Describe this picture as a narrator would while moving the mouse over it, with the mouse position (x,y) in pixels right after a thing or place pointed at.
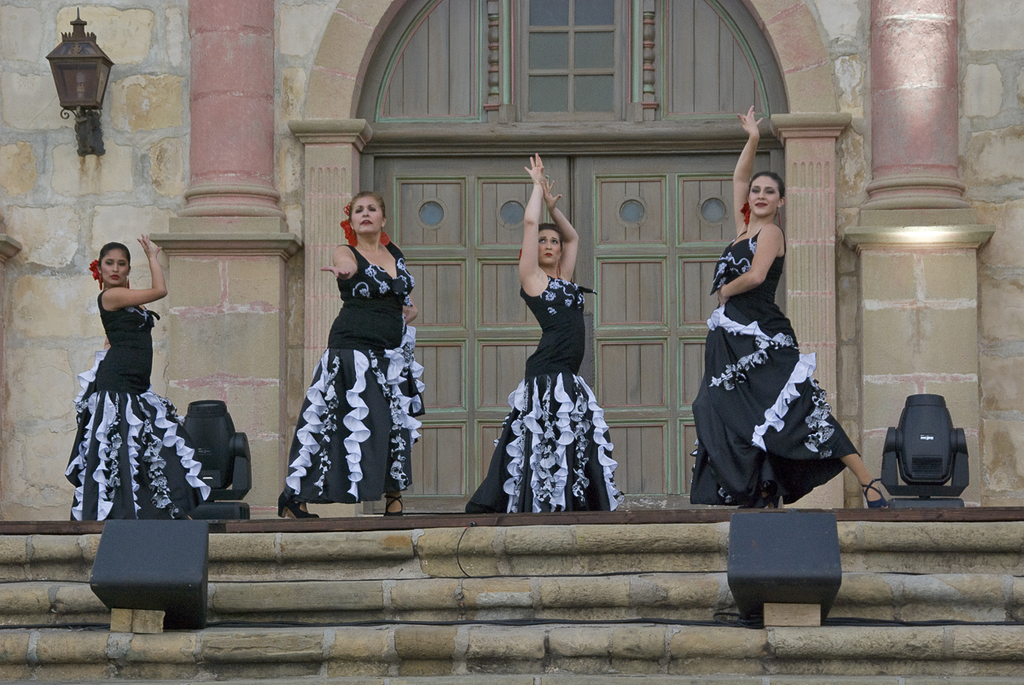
In this picture we can see a few women (331,495) are dancing in front of the building (877,460). There are loud speakers (186,525) on the path (853,516) and on the stairs (237,600). We can see an arch (742,33) on the building (860,368). There is a lantern (79,19) on the wall (173,84). We can see a few pillars (892,325).
